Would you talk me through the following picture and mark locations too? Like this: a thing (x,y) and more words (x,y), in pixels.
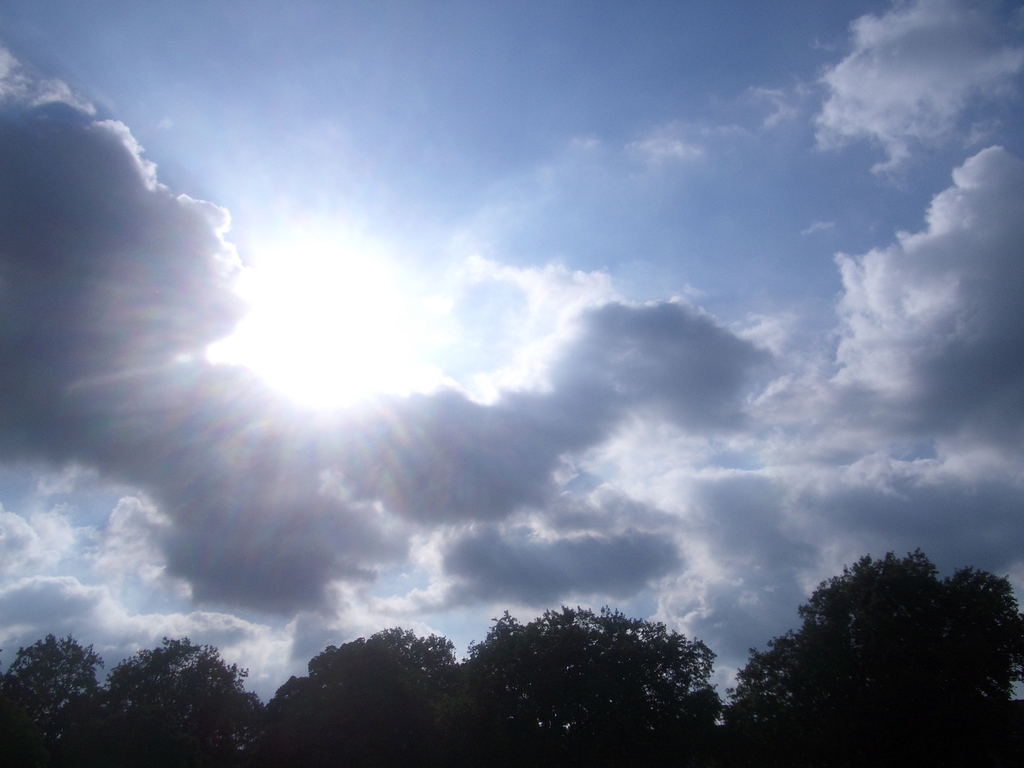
In this image I can see the sky (126,285) and sun light (324,264) and at the bottom (197,695) I can see trees (854,568), there are some clouds (171,250) visible on the sky (365,256).
